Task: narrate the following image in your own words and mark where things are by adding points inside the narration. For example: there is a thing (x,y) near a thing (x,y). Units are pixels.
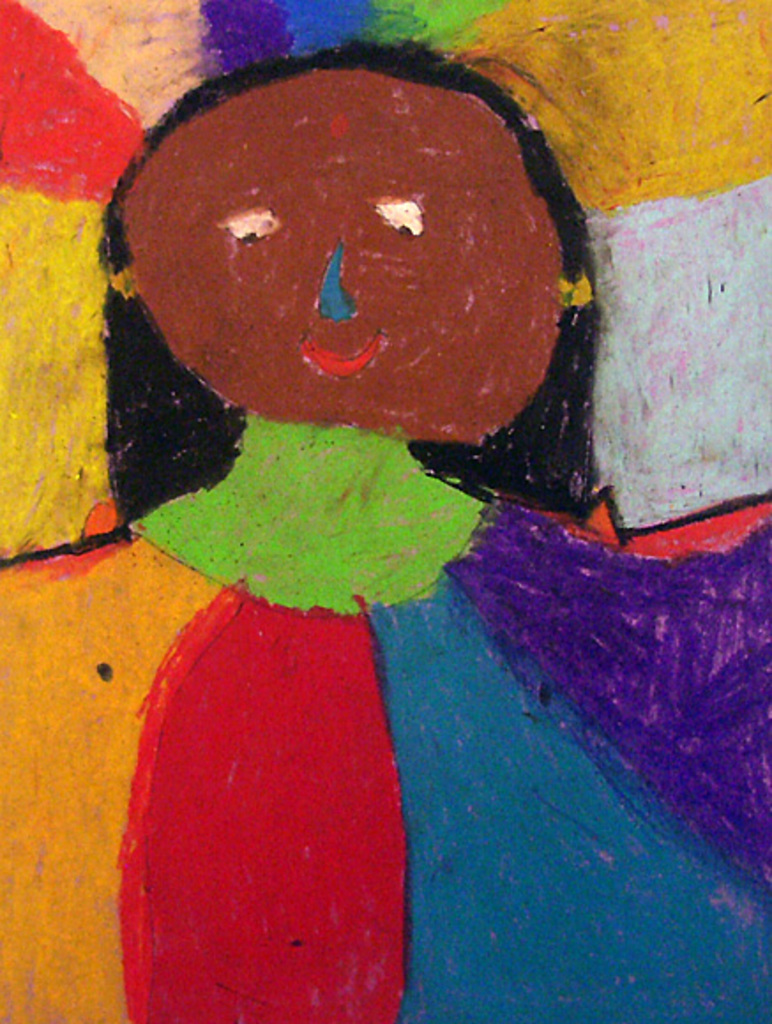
In this picture we can see painting (464,378).
